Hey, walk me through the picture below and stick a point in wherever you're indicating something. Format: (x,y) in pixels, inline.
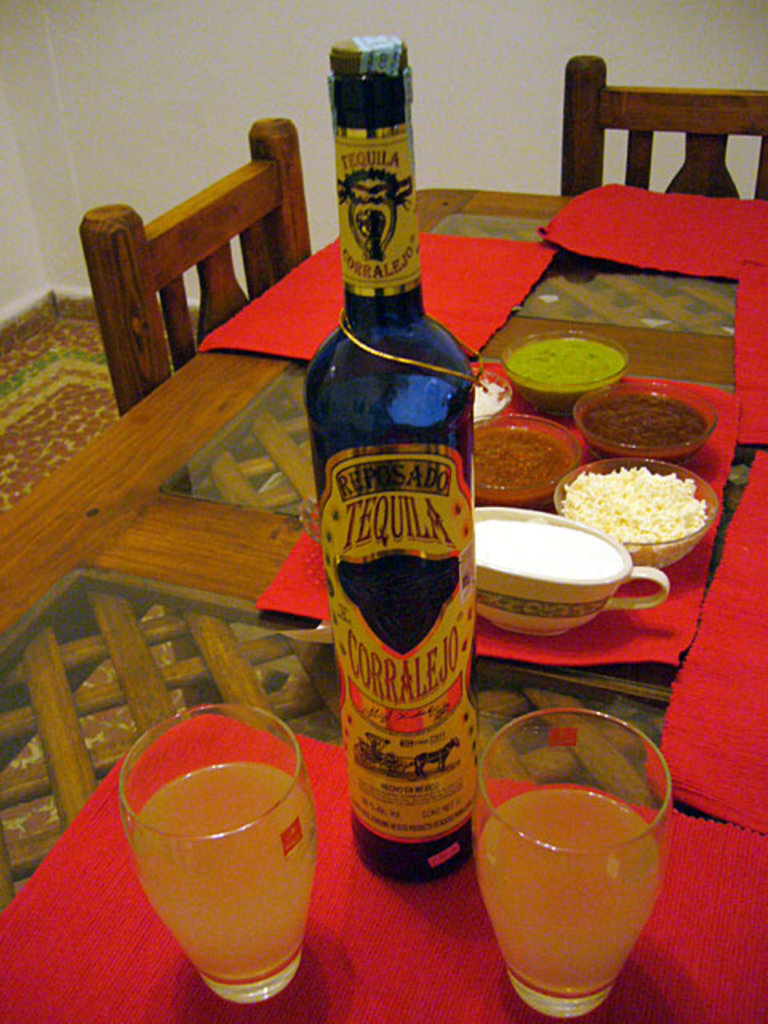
This image taken from inside view of a house (196,302). there is a table (200,410) and on the table (197,653) there is a glass (252,878), on the glass (242,891) there is a drink (241,844), and there a bottle (421,559) and there are some bowls (612,444) and there is a food item (661,496) on the bowls (682,466).
